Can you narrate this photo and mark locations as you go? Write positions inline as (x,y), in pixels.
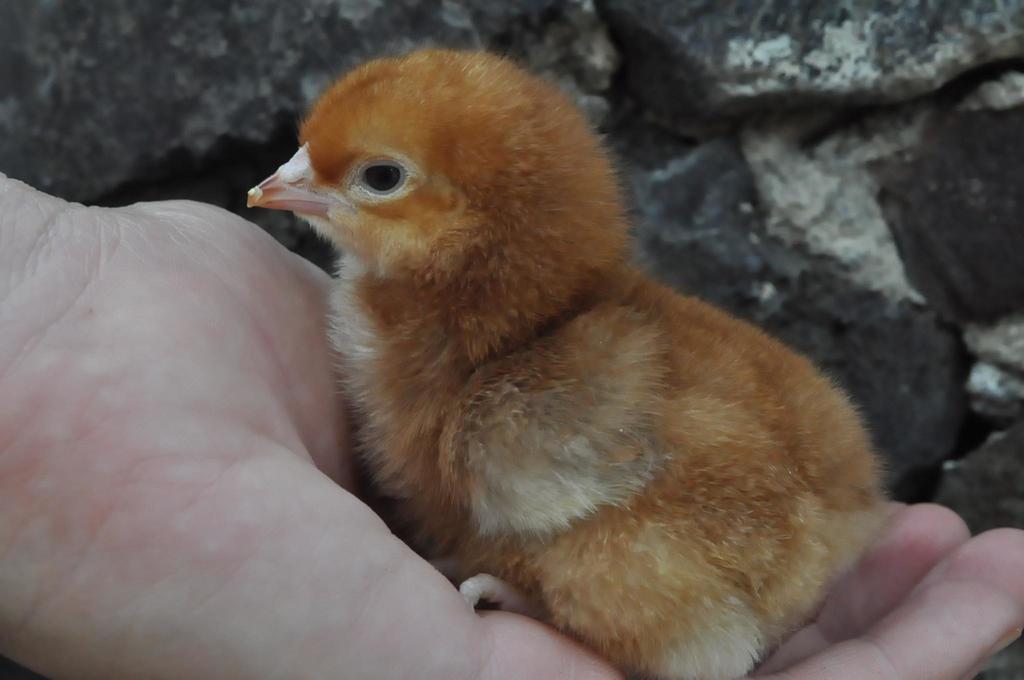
In this image I can see a person's hand (207,550) holding a baby chick (456,282). In the background (714,217) there is a rock (805,168).
